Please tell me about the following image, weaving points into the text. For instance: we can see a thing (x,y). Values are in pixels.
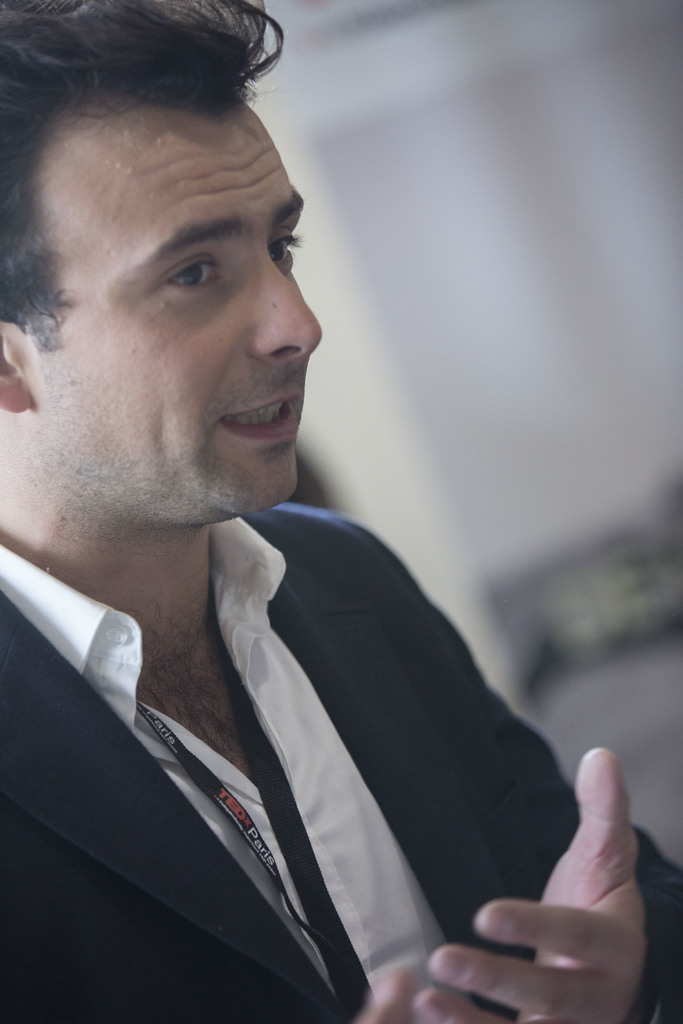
In this picture we can see a man (270,441) and there is a blur background (537,664).
